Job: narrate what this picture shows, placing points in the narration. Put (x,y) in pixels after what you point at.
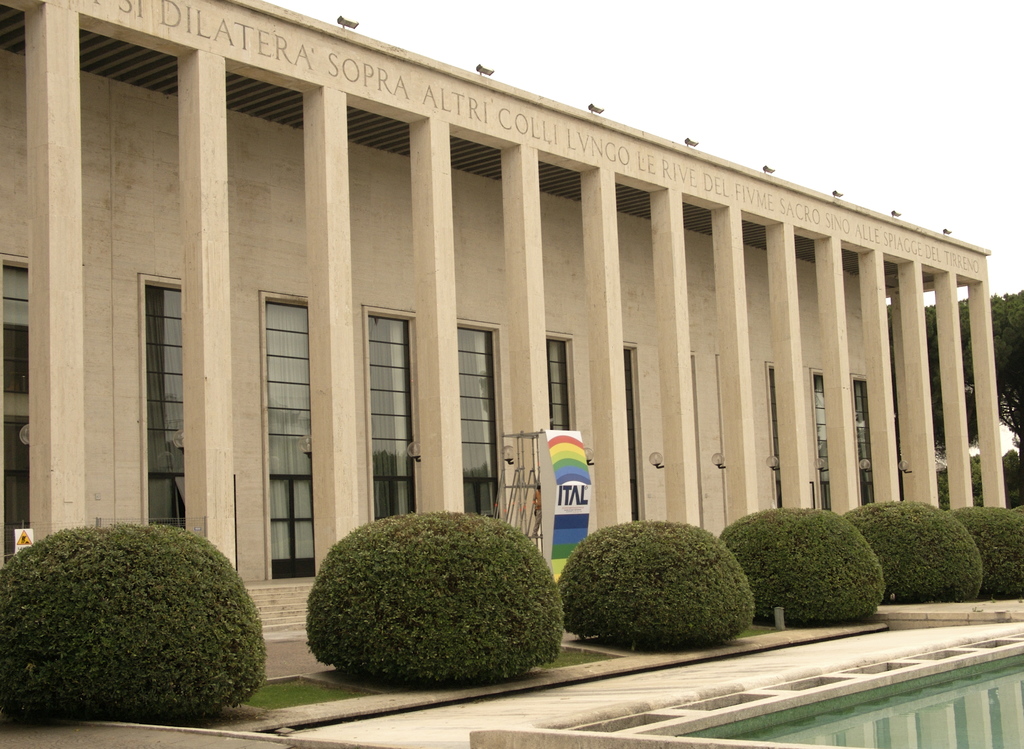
In this image in the front (821,724) there is water (864,701). In the center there are plants (177,626). In the background (355,434) there is a building (263,307) and on the wall (400,102) of the building (436,107) there is some text (921,255) and there are trees (1016,366) and the sky (743,75) is cloudy.
